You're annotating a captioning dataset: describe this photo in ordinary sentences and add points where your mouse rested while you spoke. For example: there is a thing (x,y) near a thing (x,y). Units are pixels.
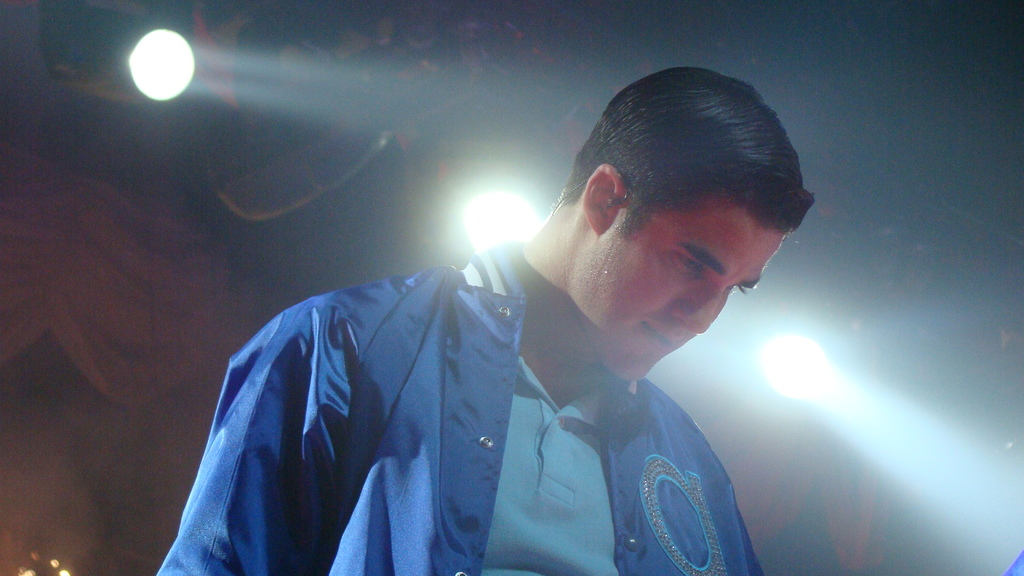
A man (621,335) is there, he wore blue color coat (458,470), t-shirt (587,479). At the top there are focused lights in this image.
